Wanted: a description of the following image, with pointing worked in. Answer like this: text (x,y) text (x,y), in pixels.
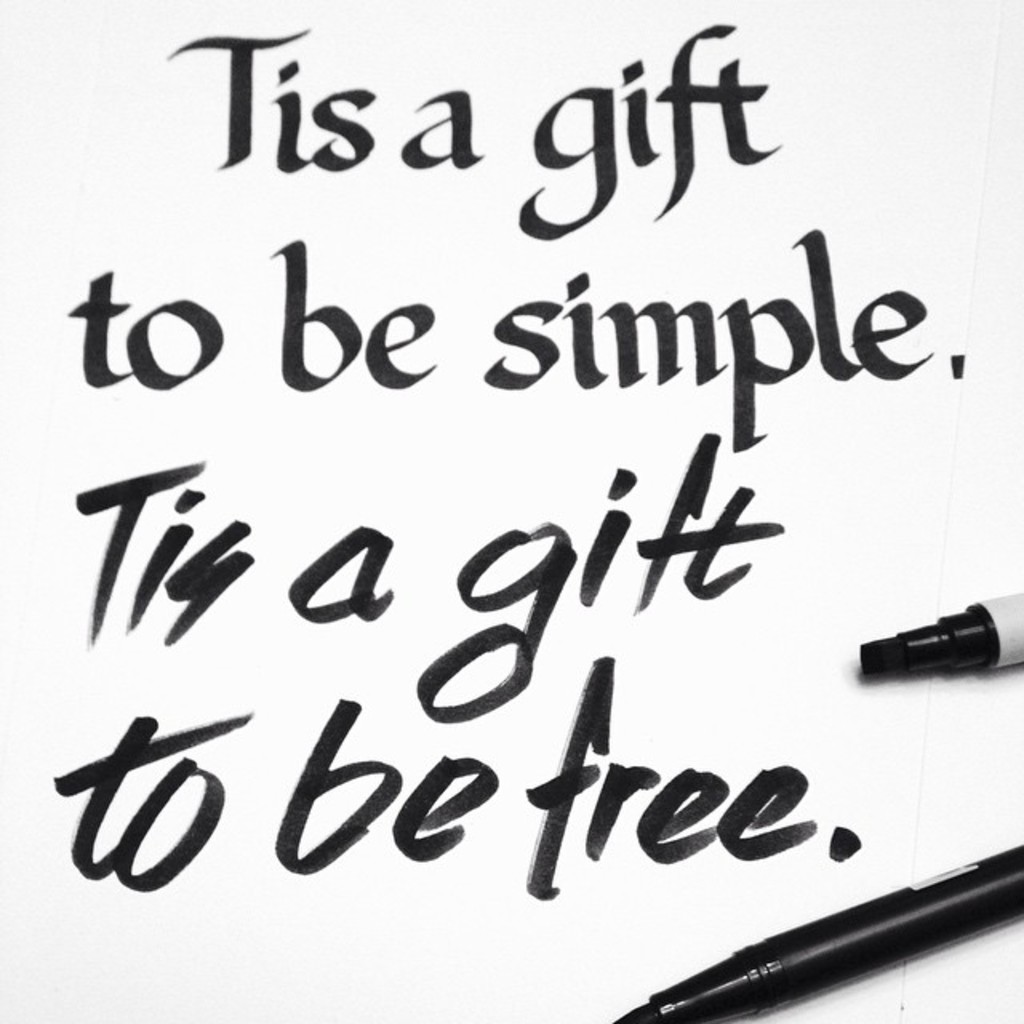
In this image we can see markers (871,934) pens (824,943) and some text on the white color surface (913,515).
